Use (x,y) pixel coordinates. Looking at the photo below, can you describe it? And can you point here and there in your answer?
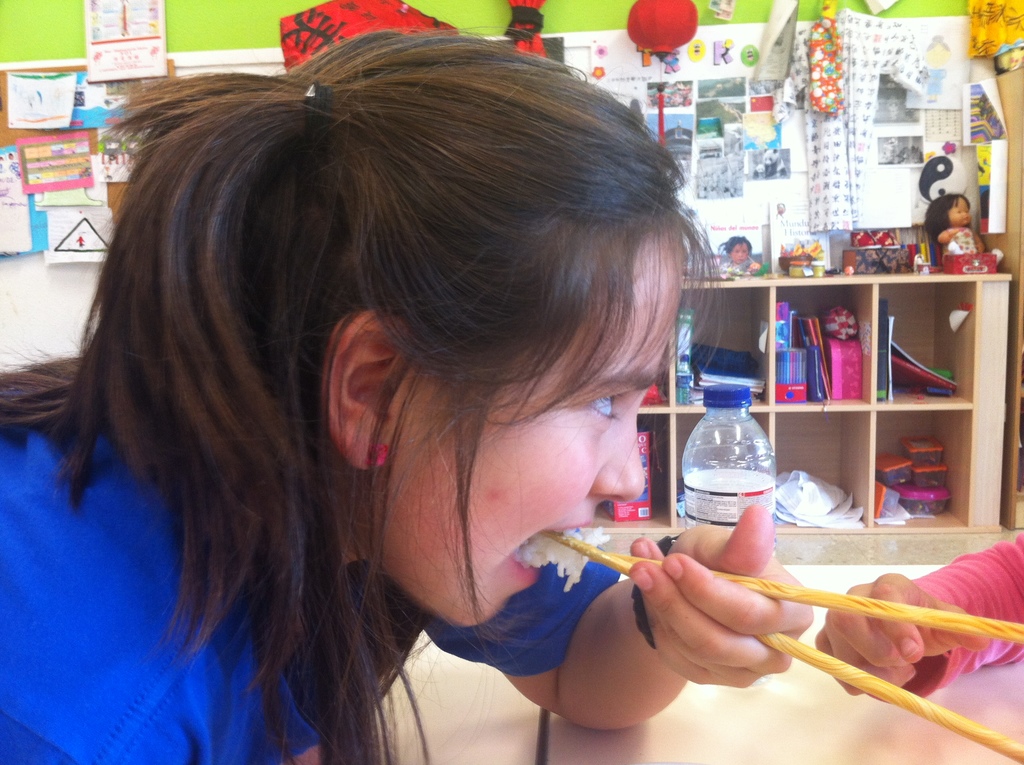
In this picture we can see woman (271,575) eating with chopsticks (839,681) and on table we have bottle (738,441) and in background (76,68) we can see wall (692,80) with posters (891,97), calendar (100,56) here racks (735,338) with books (889,358), boxes (847,355) in it, toys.
